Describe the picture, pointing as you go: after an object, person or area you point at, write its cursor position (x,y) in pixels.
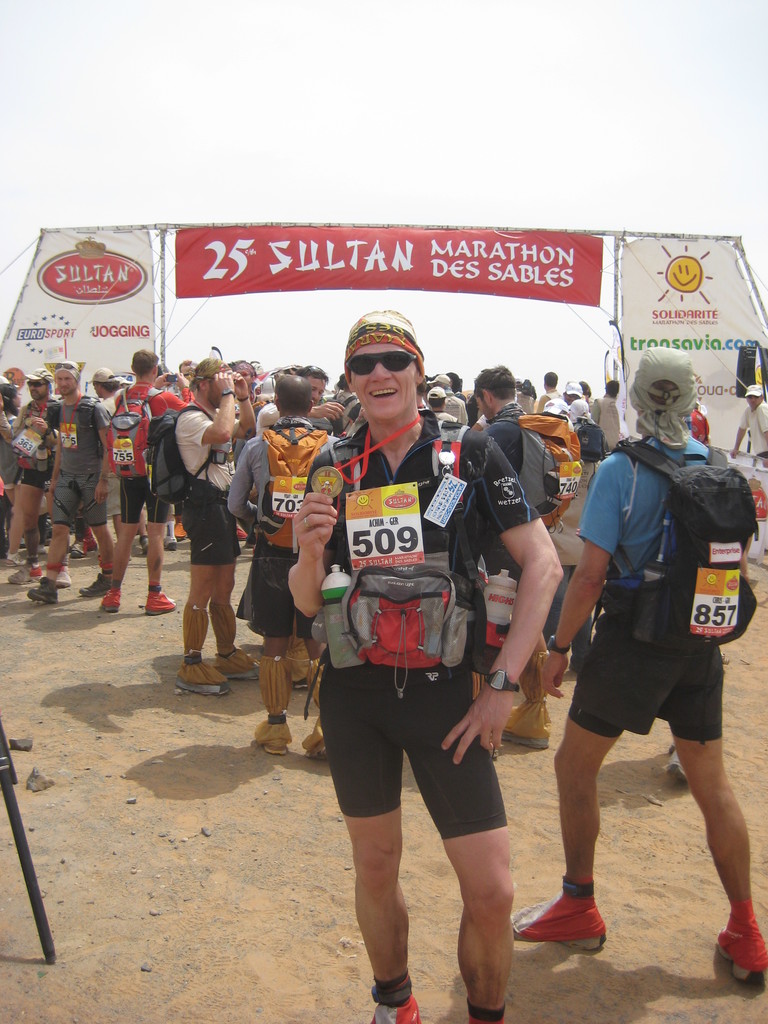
In this picture we can see group of people (197,530) and few people (242,475) carrying backpacks (284,475), in the middle of the image (367,562) we can see a man (388,767), he is holding a medal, in the background (294,254) we can see few hoardings (240,256).
